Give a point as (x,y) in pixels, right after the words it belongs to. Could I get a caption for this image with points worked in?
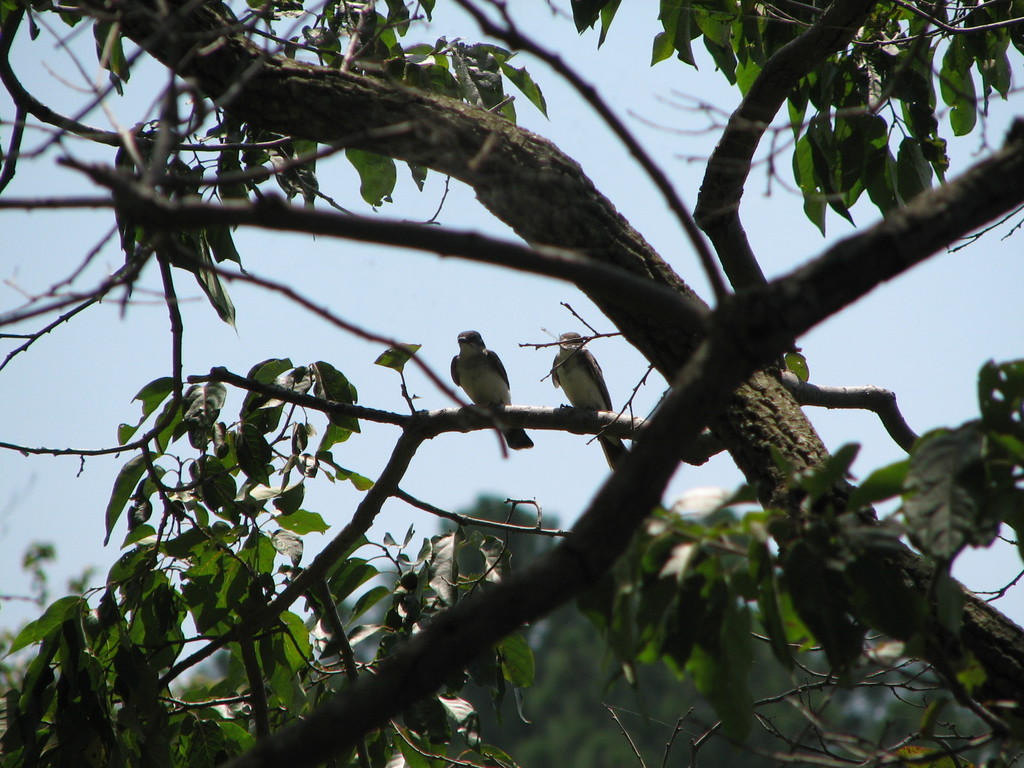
In this image, there are a few trees (647,620). Among them, we can see some birds (499,397) on one of the trees (594,424). We can see the sky (487,328).
